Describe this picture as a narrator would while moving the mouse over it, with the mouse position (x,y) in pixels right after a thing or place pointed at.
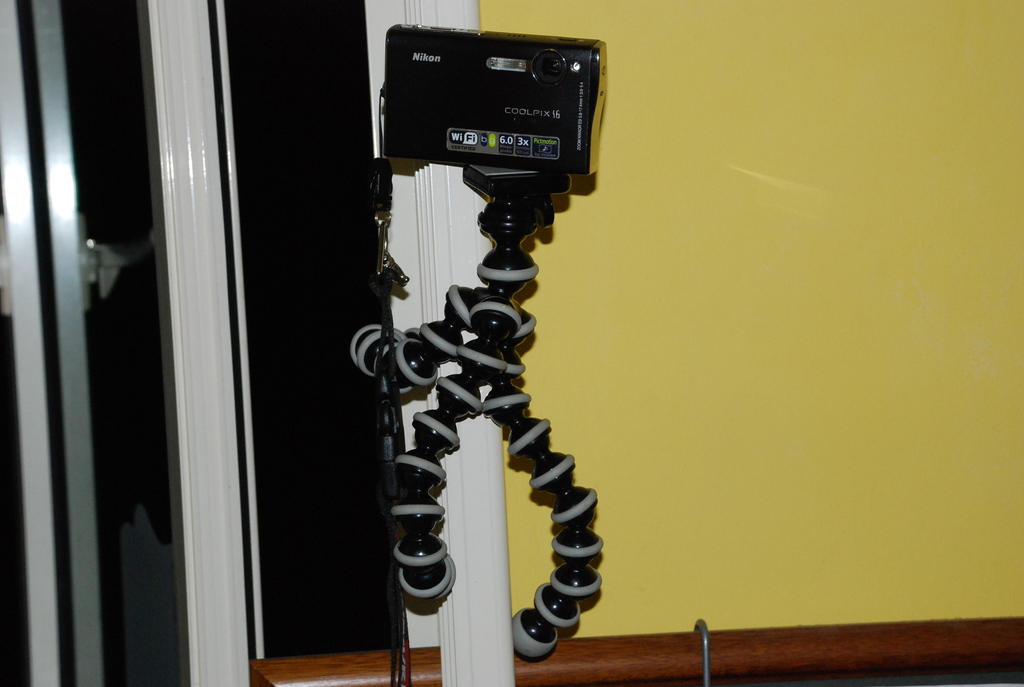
This picture is clicked inside. In the center (418,384) there is a black color object (510,194) attached to the wall (784,70). On the left (36,276) there is an object (137,227) seems to be the door (238,624) and we can see a wooden object (746,653) and a yellow color wall (751,227).
